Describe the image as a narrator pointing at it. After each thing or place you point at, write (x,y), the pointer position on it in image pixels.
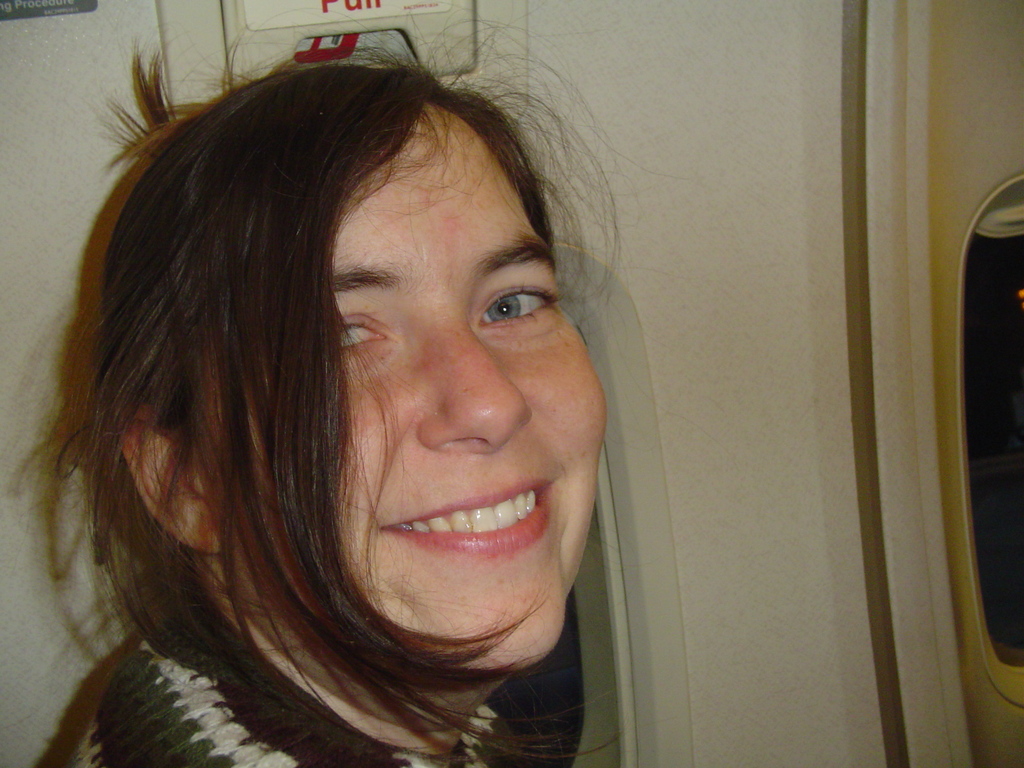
In the image we can see woman (162,361) smiling and she is in the vehicle (770,9).
